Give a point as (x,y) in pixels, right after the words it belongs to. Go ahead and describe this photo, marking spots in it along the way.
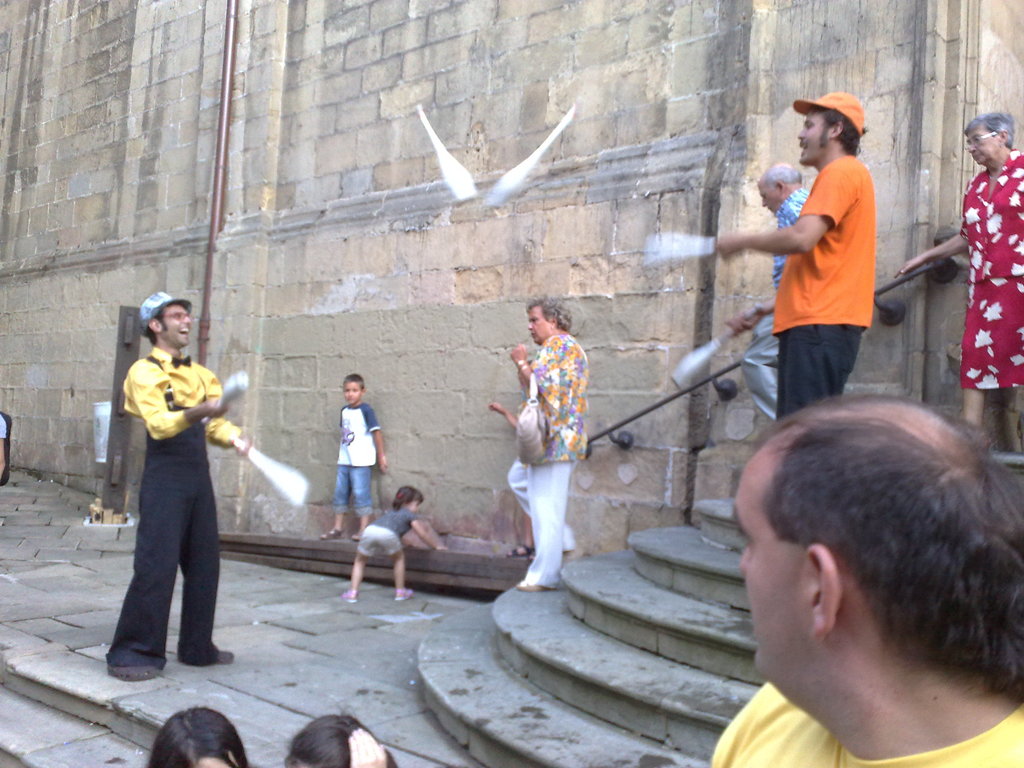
In this image there are two persons (786,271) throwing bottles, in the background (984,262) there are people (771,407) walking on steps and there is a wall (75,138) near the wall (646,309) there are children's (368,504).
